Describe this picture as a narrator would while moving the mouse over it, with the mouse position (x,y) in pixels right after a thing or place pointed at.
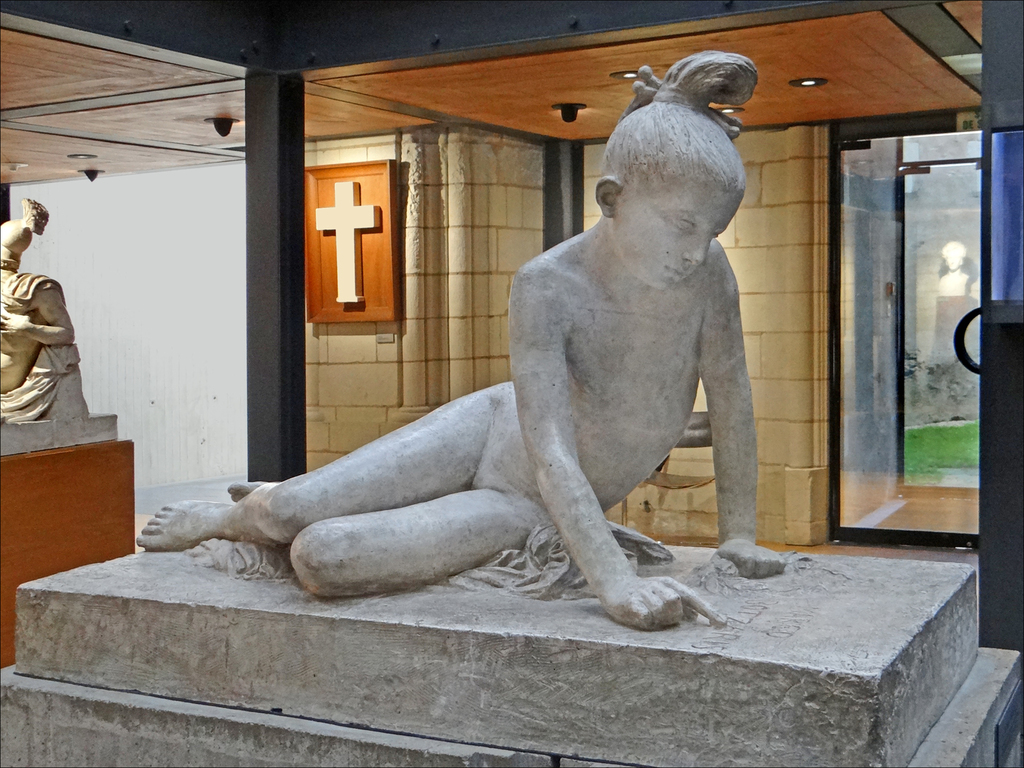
In this picture we can see statues (2,315), pillars (441,269), lights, glass (940,306), frame (396,161) on the wall (409,214) and on this frame (379,189) we can see a cross (358,222) and in the background (950,459) we can see the grass (934,436) and a statue (965,279).
